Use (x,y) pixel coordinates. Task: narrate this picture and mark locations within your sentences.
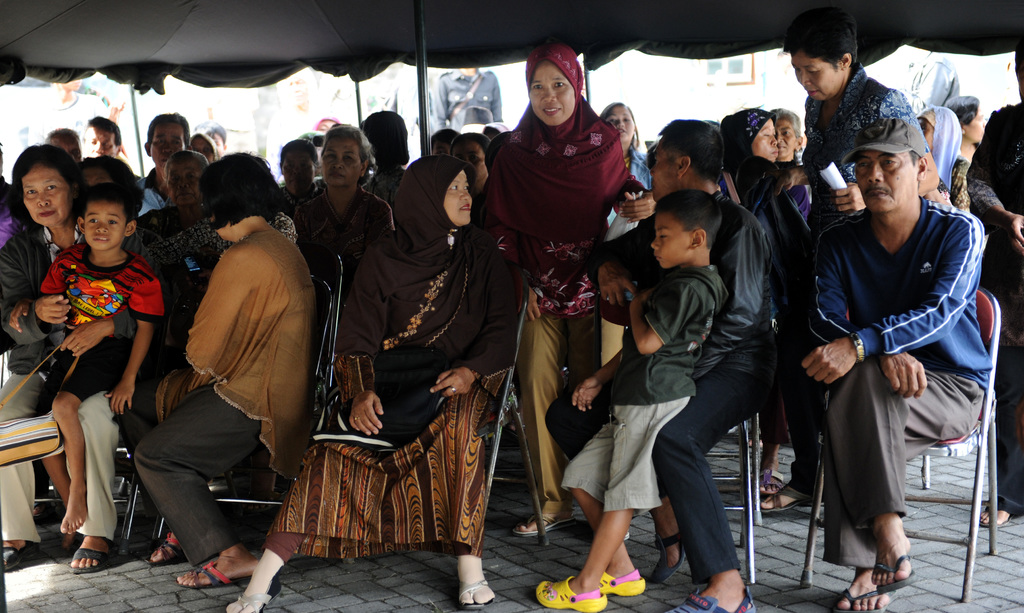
This picture seems to be clicked under the tent (8,19). In the foreground (512,219) we can see the group of people (295,266) sitting on the chairs (498,431) and we can see the two people (586,152) holding some objects (617,222) and seems to be standing on the pavement (434,576). In the background (420,120) we can see the metal rods (358,108), group of people (449,90) seems to be standing on the ground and we can see many other objects (710,73).
